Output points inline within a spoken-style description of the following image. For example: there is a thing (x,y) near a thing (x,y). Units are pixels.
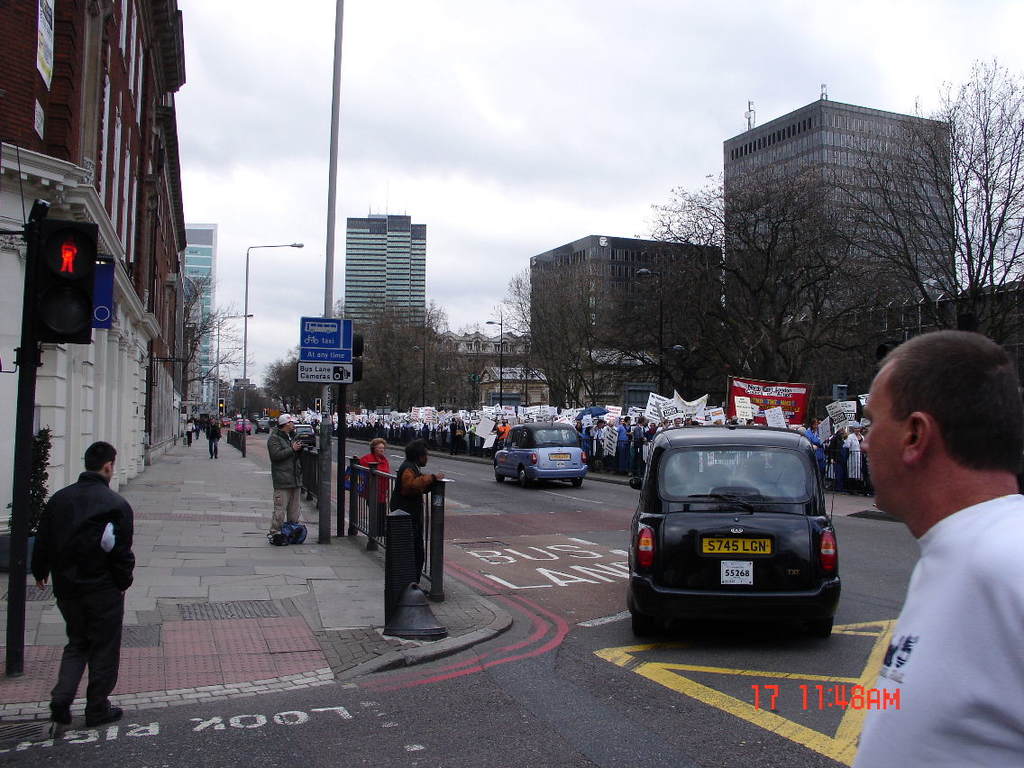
This is an outside view. On the right side (722,574) there is a road (487,506) and I can see few cars (677,534) on the road (521,493). Beside the road (550,506) a crowd of people (619,433) holding banners (485,422) and boards (534,420) in the hands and standing. In the bottom right (959,536) there is a man (962,673) wearing white color t-shirt (938,610). On the left side (243,579) there are few people (115,548) walking on the footpath (239,534) and few people (291,451) are standing. On both sides of the road (461,487) there are some trees (757,333), poles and buildings (421,298). At the top of the image (530,123) I can see the sky (490,65).
